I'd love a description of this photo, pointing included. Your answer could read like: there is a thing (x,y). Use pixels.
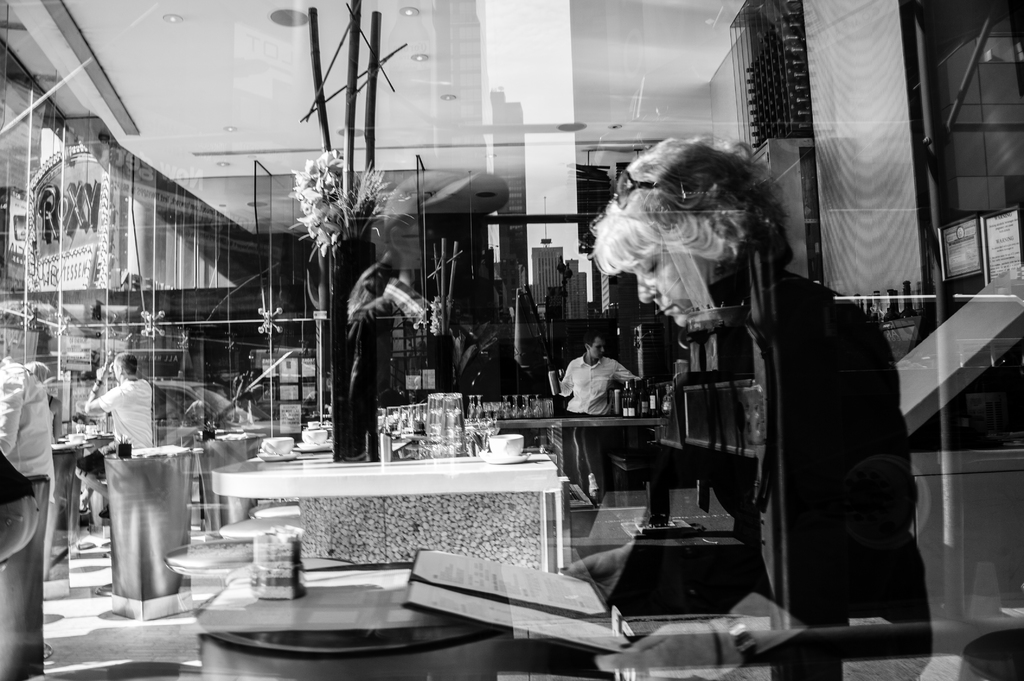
This is the picture of a black and white image with the inner view of a building (400,374) which looks like a restaurant (418,376) and there are some people (130,362). We can see some glasses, cups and some objects (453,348) on the surface (407,491) and we can see a flower vase (359,419) on the table (408,515).
